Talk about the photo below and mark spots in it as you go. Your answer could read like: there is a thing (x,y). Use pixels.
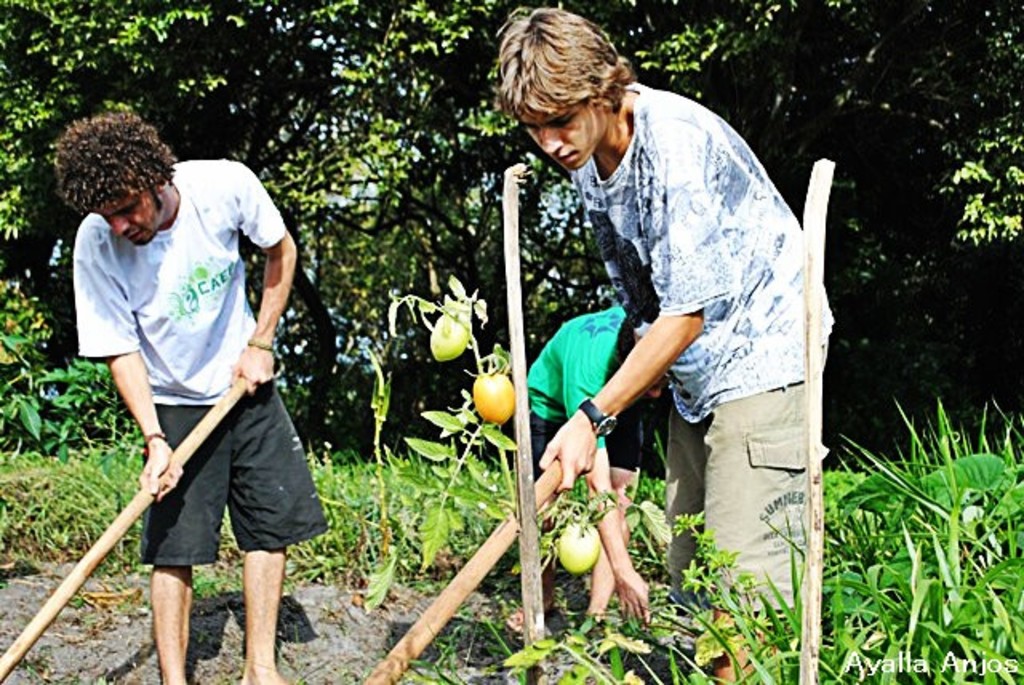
Here in this picture we can see two men (210,334) standing on the ground (196,658), both of them are holding sticks (236,385) in their hands (147,479) and we can see the ground (392,467) is partly covered with grass (917,510) and we can also see plants (465,423) and trees (775,150) over there and we can see some fruits (466,344) on plants (469,454) and behind them also we can see another person (601,355) present.
